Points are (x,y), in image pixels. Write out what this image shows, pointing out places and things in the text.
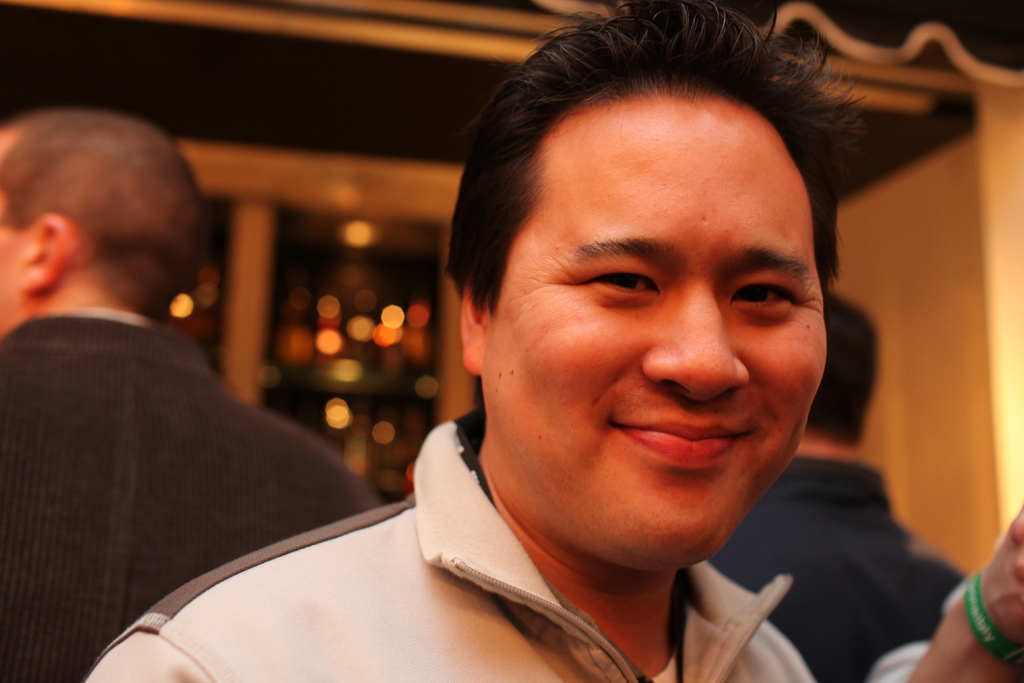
In the image there is a man (609,387), he is smiling and behind him there are some other people (311,453) and the background (196,7) is blurry.
